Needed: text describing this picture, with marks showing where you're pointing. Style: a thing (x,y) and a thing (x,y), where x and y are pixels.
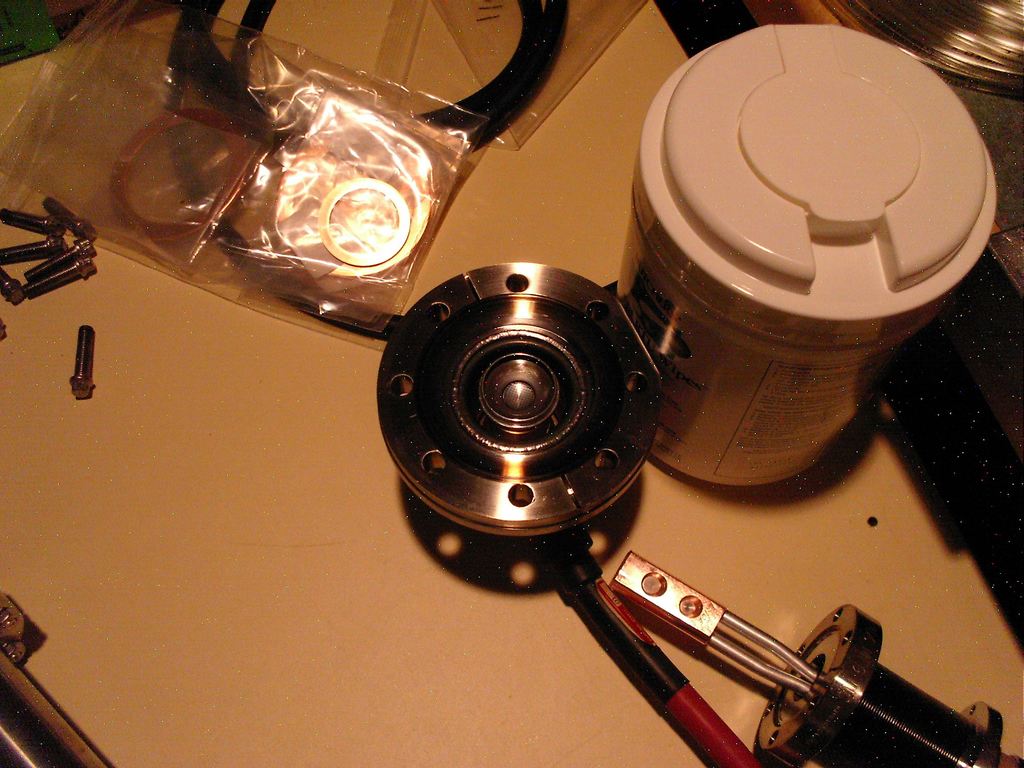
In this image there is a table (116,318) and we can see nuts (20,251), cover (240,240), tin (749,257), wire (594,598) and some objects (611,490) placed on the table (200,525).
